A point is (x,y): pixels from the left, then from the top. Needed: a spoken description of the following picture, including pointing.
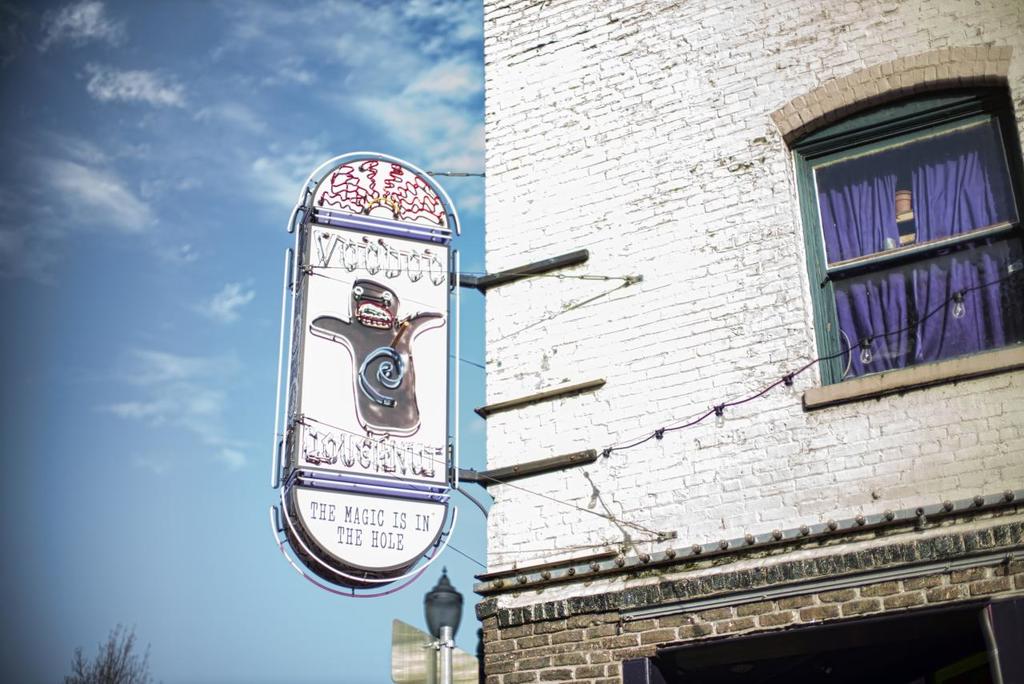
In this image there is a neon signboard (352,356) on the wall (619,271) of a building (643,268), on the wall (636,330) there is a window (849,342), in front of the wall (491,579) there is a lamp post (436,600) and a tree (124,645), at the top of the image (261,153) there are clouds (293,165) in the sky (189,411).
